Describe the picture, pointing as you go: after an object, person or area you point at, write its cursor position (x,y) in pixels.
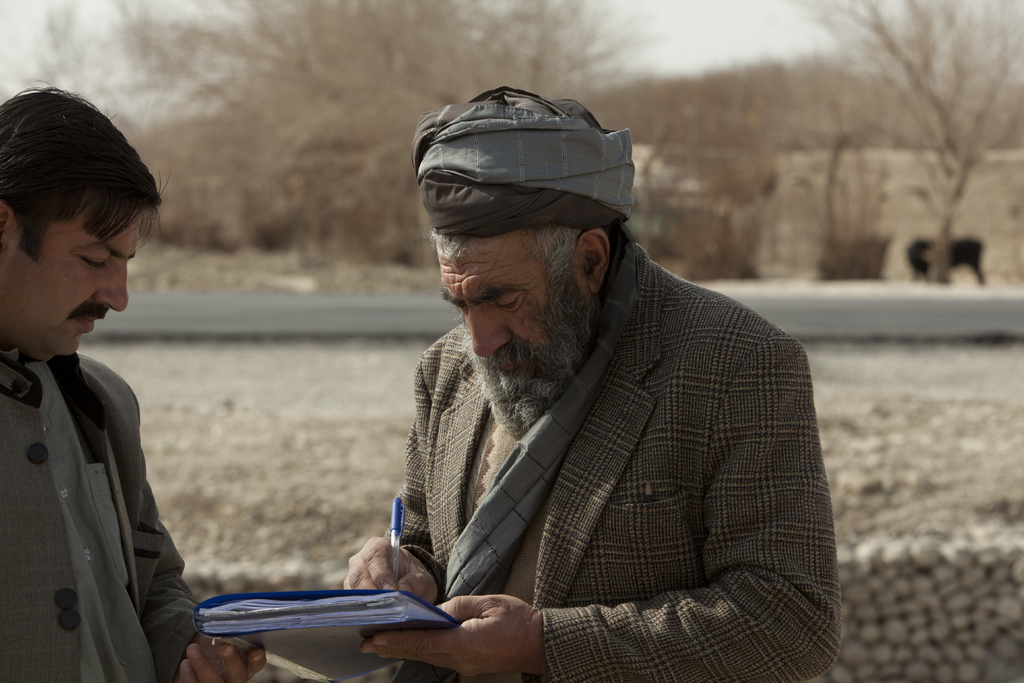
In this image there is a person (501,521) holding a book (396,593) and writing with a pen (401,513) on it, beside him there is another person (159,540) standing. In the background (918,247) there are trees (946,253) and there is an animal (981,265).
